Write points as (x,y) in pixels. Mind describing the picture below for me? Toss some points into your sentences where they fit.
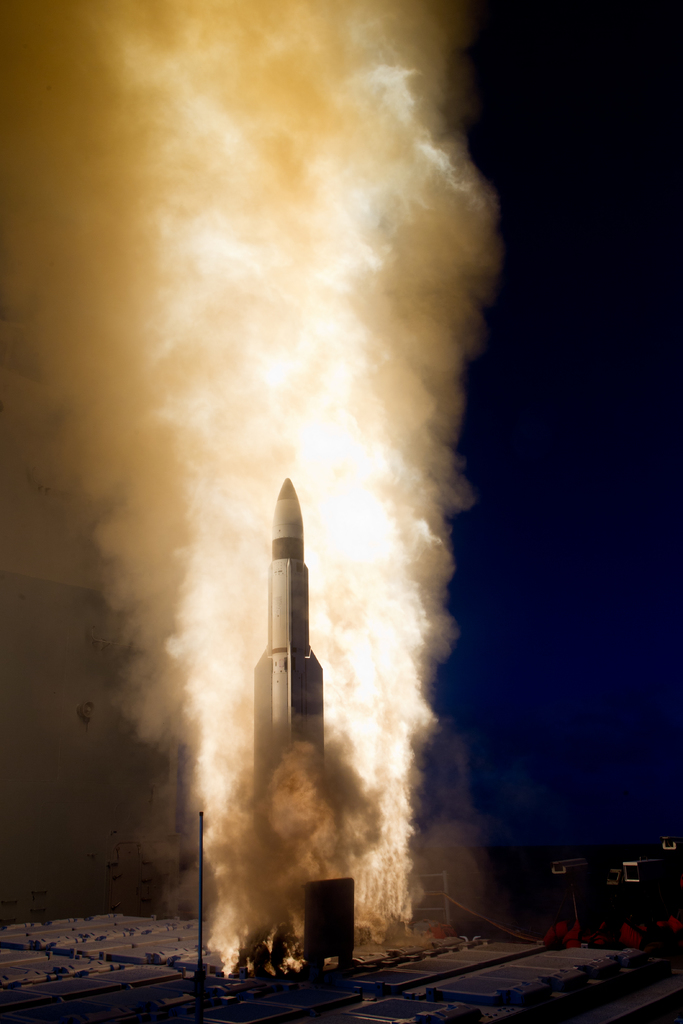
In this image we can see the rocket launch (263,674). We can also see there is a fire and smoke (211,740) around it
